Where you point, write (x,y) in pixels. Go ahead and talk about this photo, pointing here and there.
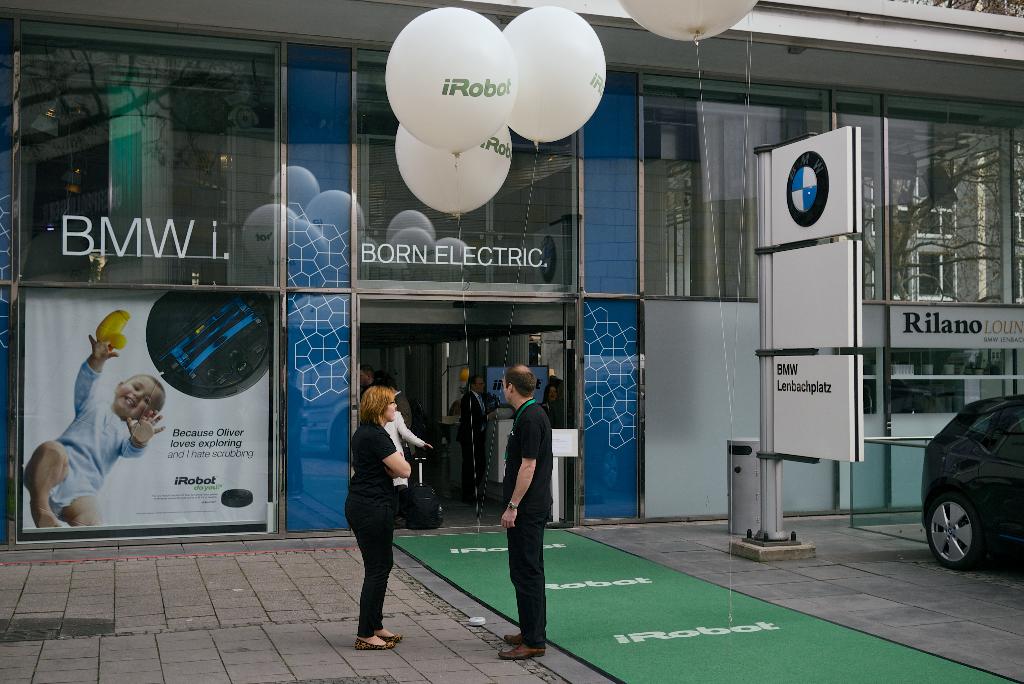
In this image I can see a two persons (541,419) standing and wearing black color dress (353,479). Back Side I can see a building (165,145) and glass window (159,147). I can see white color balloons (482,102) and green color floor mat (780,652). I can see black color car (991,504) and white color sign boards (781,387).
